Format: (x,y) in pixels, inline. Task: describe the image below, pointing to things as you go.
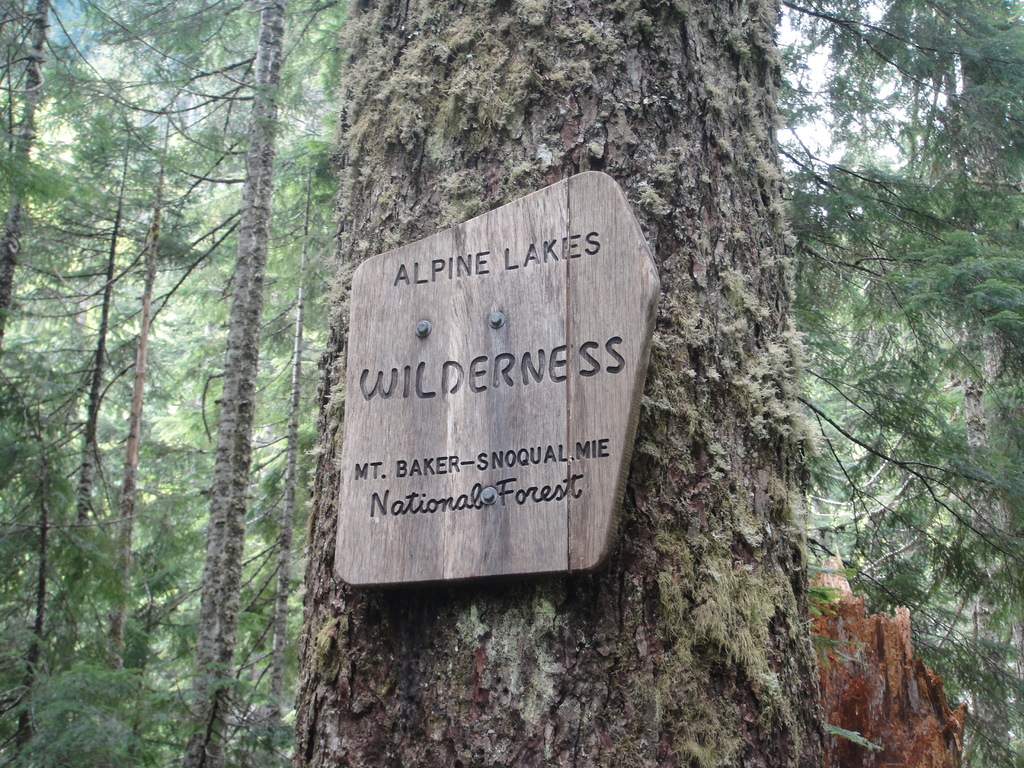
In the image there is a tree (639,191) in the front (419,668) with a wooden name board (516,380) mounted to it and behind it there are many tree (943,423) all over the place.
